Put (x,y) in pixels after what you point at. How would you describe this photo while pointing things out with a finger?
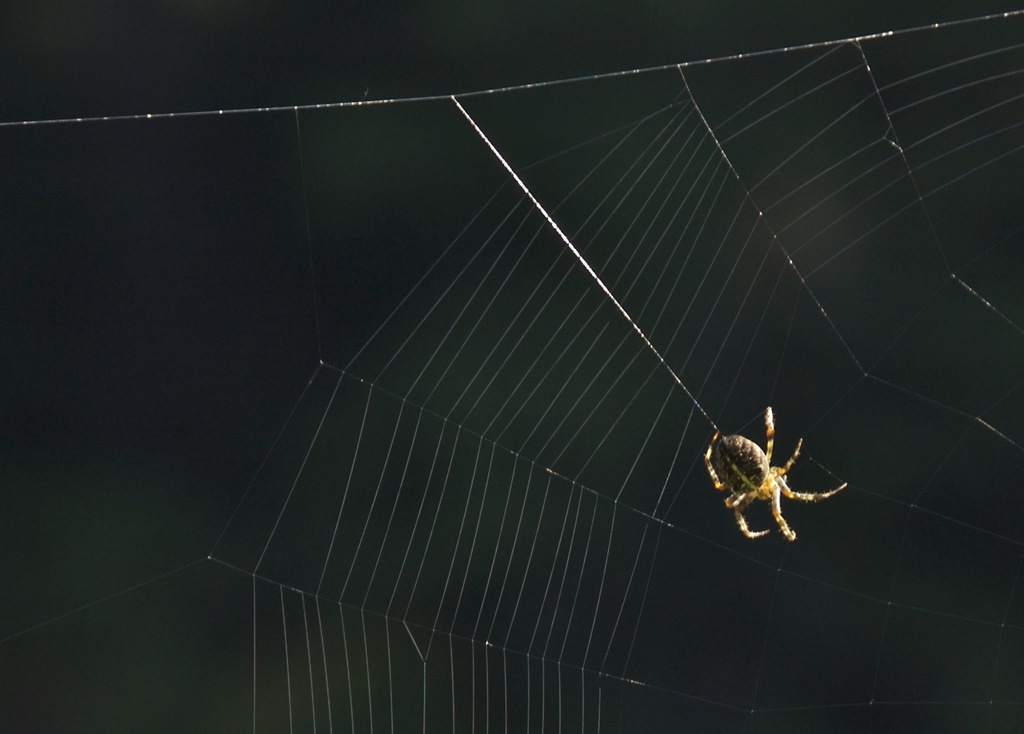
In this picture, we see a spider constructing a spider web (506,435). In the background (268,295), it is black in color.
